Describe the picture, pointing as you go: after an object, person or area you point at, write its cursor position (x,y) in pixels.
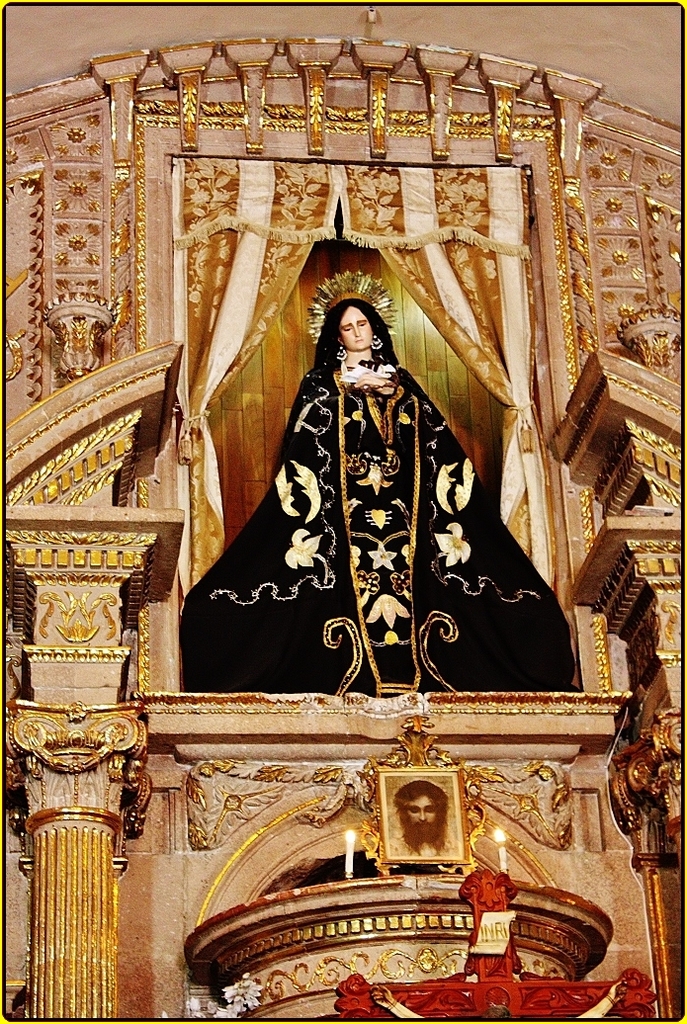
In this image there is a wall (351,724) with an image (449,582) of a lady (367,570), below the image (385,658) there is a photo frame (399,796) of a person (413,789), in front of the photo (429,840) there are two candles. At the bottom of the image (460,990) we can see there is a hand (388,1002) of a Jesus Christ (377,1002) on the cross (445,996).
